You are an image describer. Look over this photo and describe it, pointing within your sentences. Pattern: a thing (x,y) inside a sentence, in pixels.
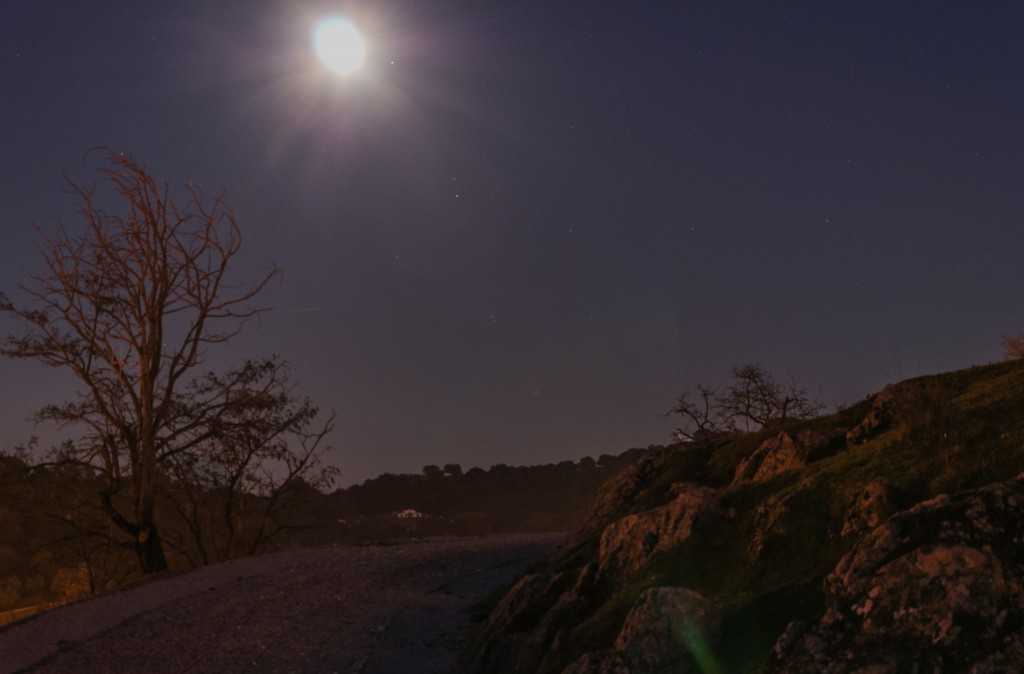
In this image we can see plants (284,509), trees (394,486), rocks (966,518), also we can see the moon (347,63), and the sky (415,229).
